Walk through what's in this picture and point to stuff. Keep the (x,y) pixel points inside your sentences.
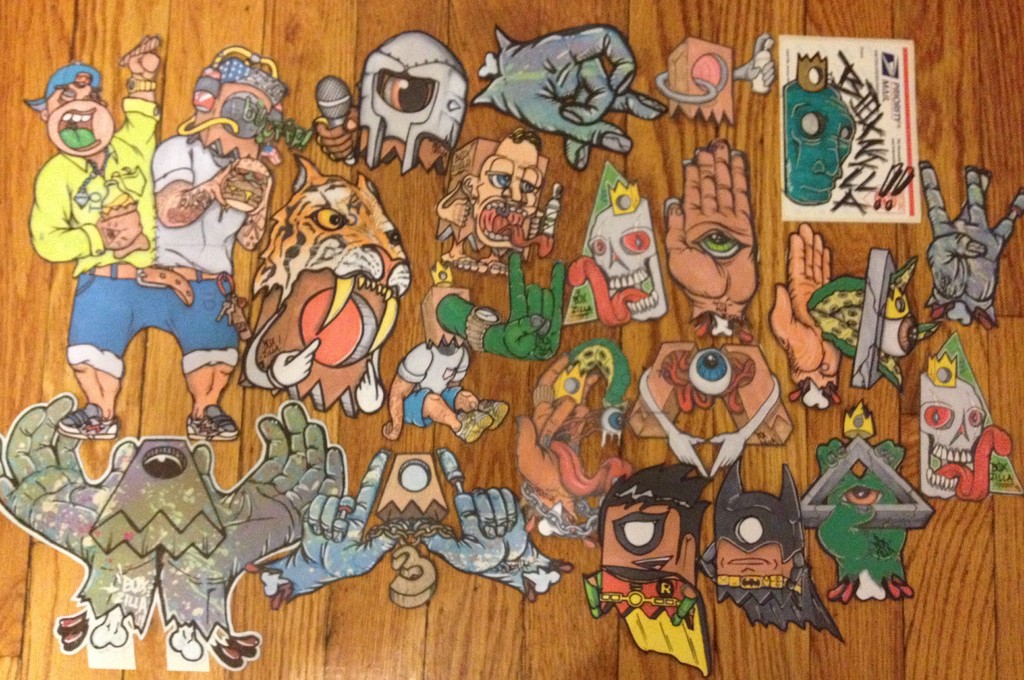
Here in this picture we can see different kind of stickers (350,280) present on a wooden plank (919,679) over there.
